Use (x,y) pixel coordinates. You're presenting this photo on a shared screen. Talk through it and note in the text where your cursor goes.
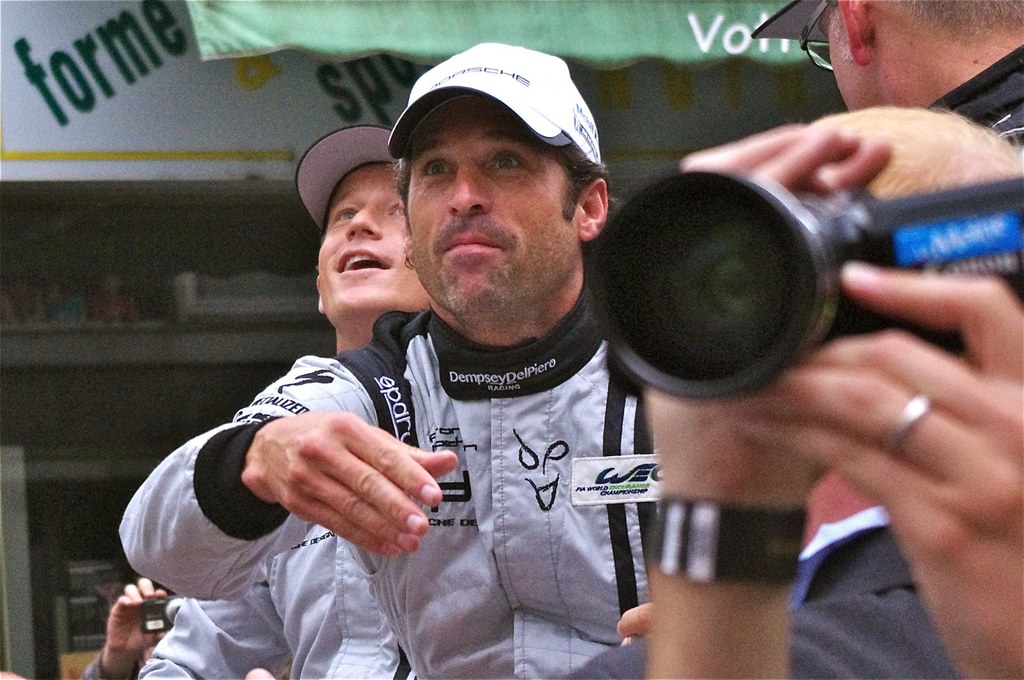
In this image right side (930,491) hands (917,477) are visible, holding a camera (792,366) on the hand (779,399) and wearing a band (760,530) and wearing a ring (900,426). Back side of the hand (919,291) man (921,183) standing and wearing a black colour jacket (862,613), back side of the black colour jacket person (938,145) a man (950,90) standing and wearing a spectacles (822,59). In front of him there is a sign board (690,105), on the sign board (62,46) there is some text (114,46) written on that. In the center of the image (438,446) there is a person (492,415) wearing a cap (527,99), back side of the wearing a gray colour jacket (302,600) and wearing a cap (323,209) and his smiling. On the bottom left (130,650) a hand (134,635) is visible with holding camera (145,615).
